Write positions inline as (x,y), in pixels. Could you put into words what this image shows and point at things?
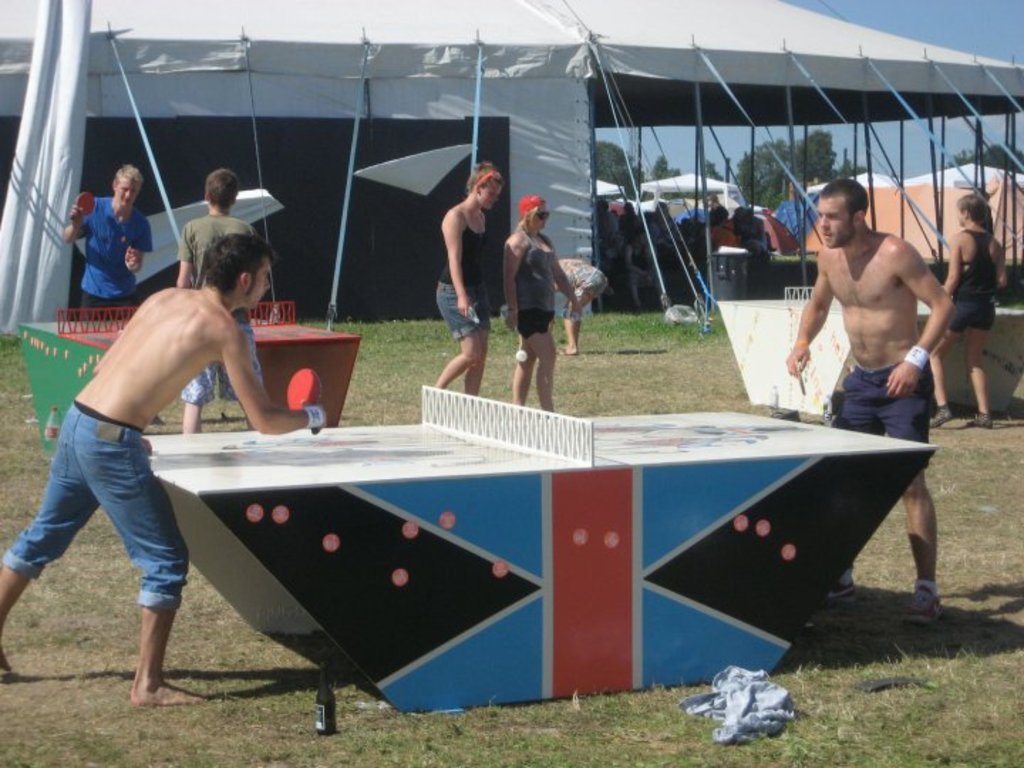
This image is taken on a sunny day and at the left side (4,557) there is a person (289,420) is standing and holding a bat (303,377) in his hand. Before him there is a table (319,449) and a bottle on the ground (297,753). Two women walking in the middle of the image (550,382). To the right side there are two persons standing before the table (772,327). At the background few people (745,233) are sitting under tent (1005,84). At the background (996,125) there are few trees (998,153) and sky (680,139).
